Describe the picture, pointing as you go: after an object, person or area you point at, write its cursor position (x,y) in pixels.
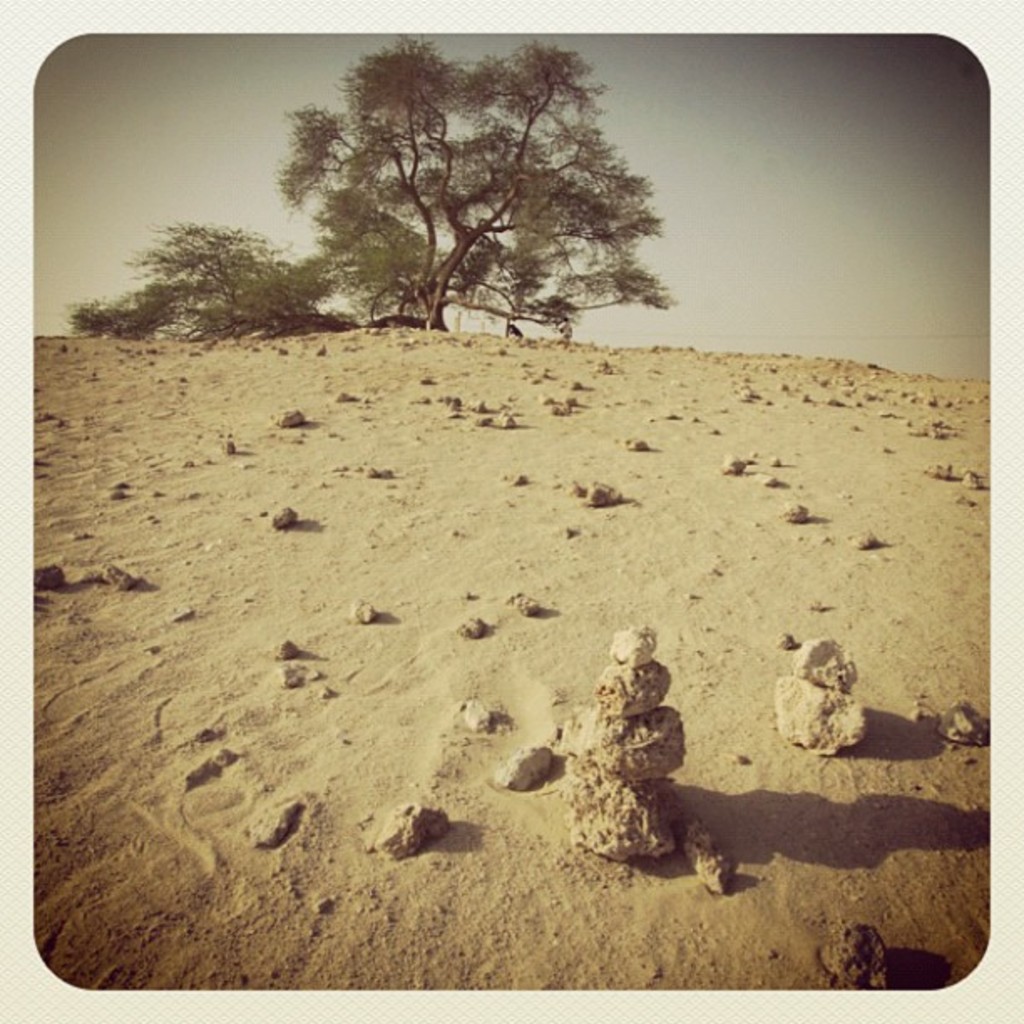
In this image at the bottom (424,704) there is sand (590,442) and some rocks (967,714), in the background (160,300) there are trees (404,207). At the top (929,164) there is sky (734,288).
